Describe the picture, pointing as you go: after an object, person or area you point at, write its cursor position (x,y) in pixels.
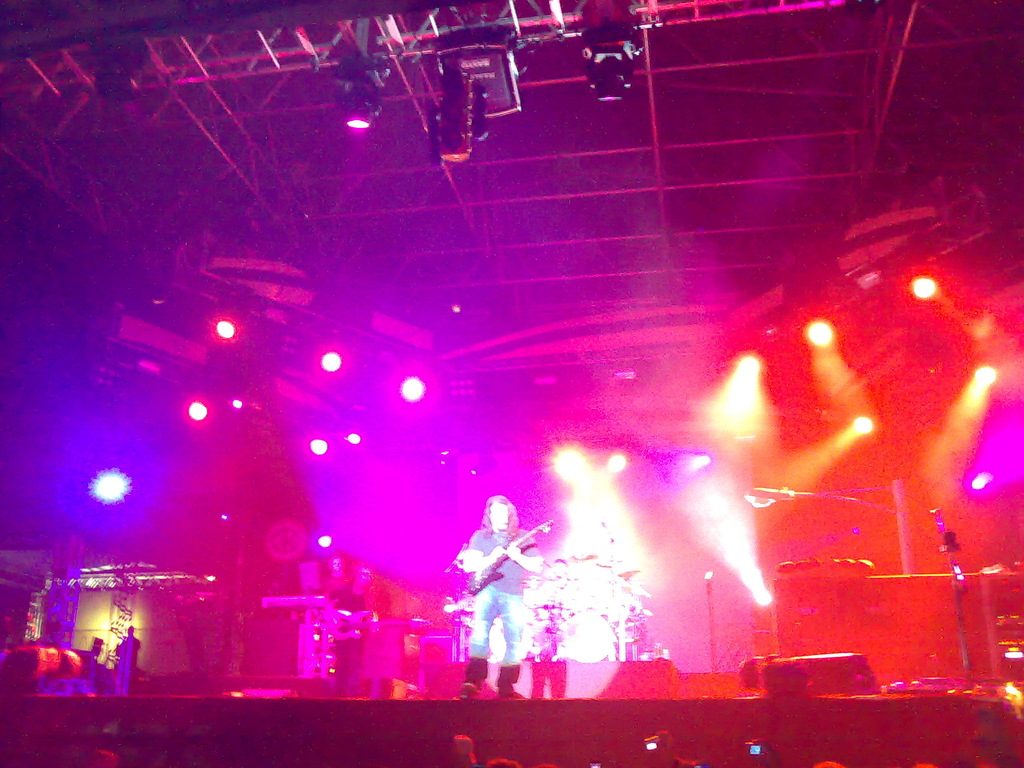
In this image I can see a person (511,685) holding a musical instrument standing on the floor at the top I can see colorful lights (744,375).
